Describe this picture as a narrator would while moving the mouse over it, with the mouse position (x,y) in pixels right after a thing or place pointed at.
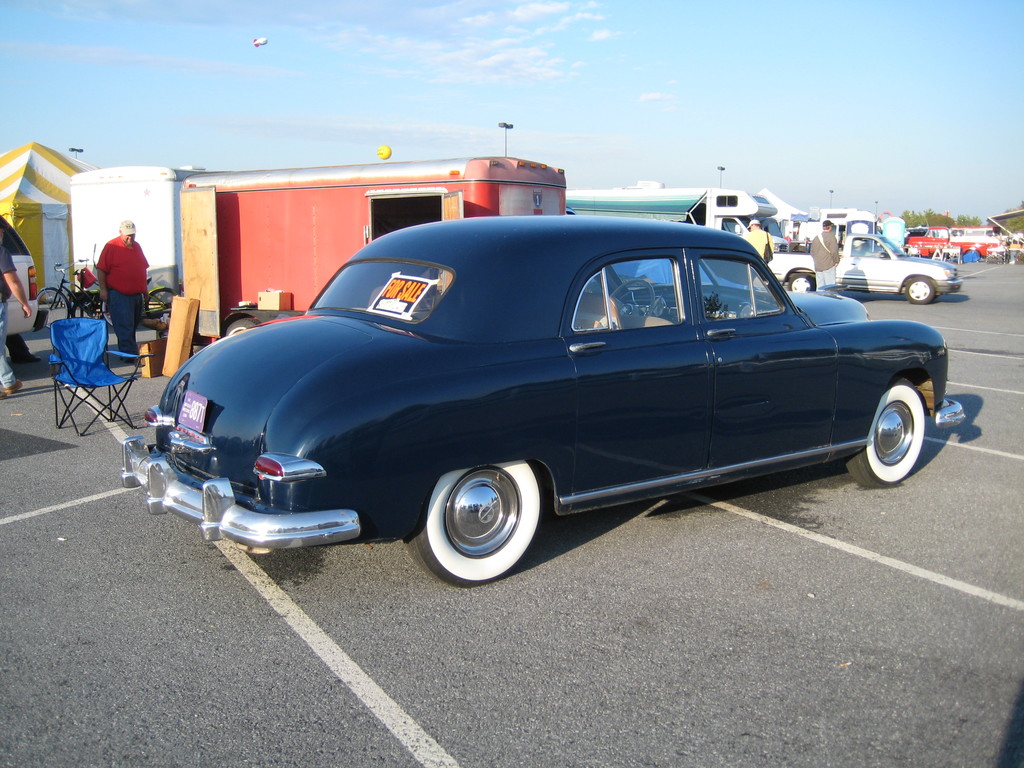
In this picture we can see old black Vintage car (630,484) on the road (653,673). Behind we can see a red color van (219,286) and a old man (120,312) wearing red t- shirt (118,276) and black pant (126,340) standing near the van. In the background (679,204) we can see some other cars (769,229) are parked.
